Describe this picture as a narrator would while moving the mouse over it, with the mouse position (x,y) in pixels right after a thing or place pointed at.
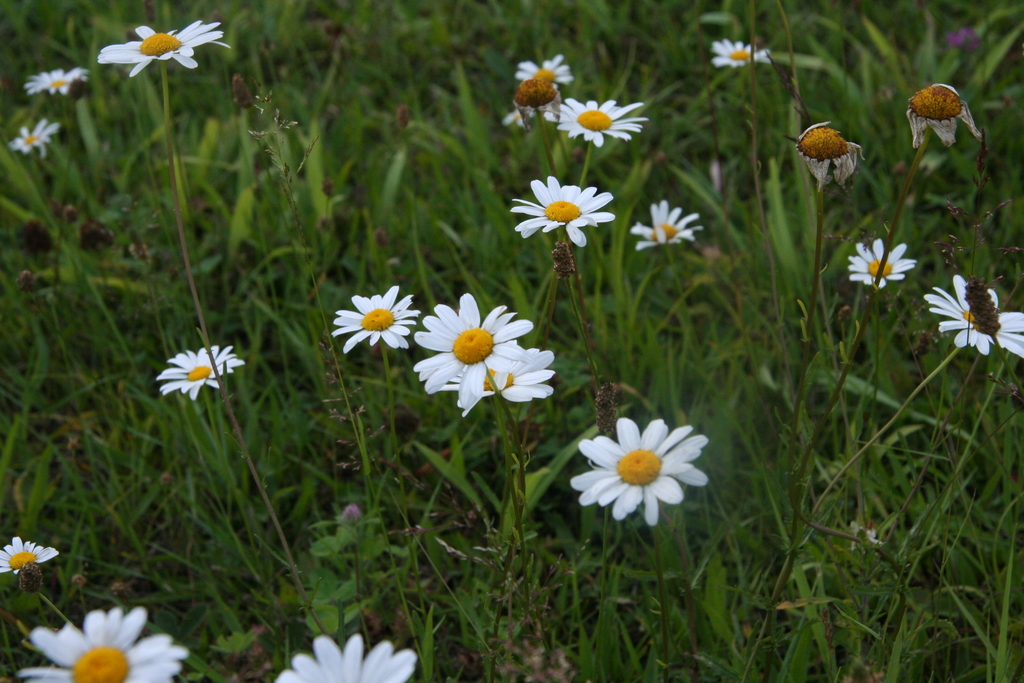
In the image there is a lot of grass (268,258) and in between the grass (268,258) there are beautiful flowers (664,486).
